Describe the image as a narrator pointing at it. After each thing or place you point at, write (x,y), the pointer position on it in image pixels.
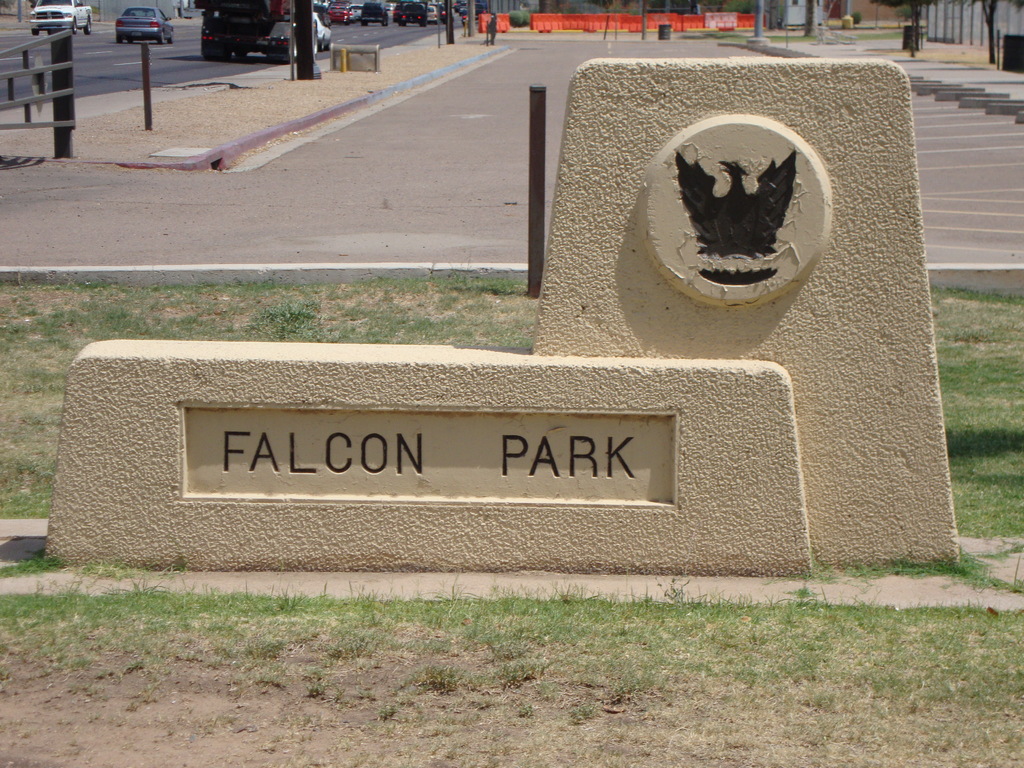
In this picture we can see some grass (334,608) on the ground (643,640). We can see Falcon Park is written on the wall (645,365). There is a bird (695,177) on this wall (570,410). Few vehicles (441,15) are visible at the back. We can see few trees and some orange objects (749,26) are seen in the background (589,26).
